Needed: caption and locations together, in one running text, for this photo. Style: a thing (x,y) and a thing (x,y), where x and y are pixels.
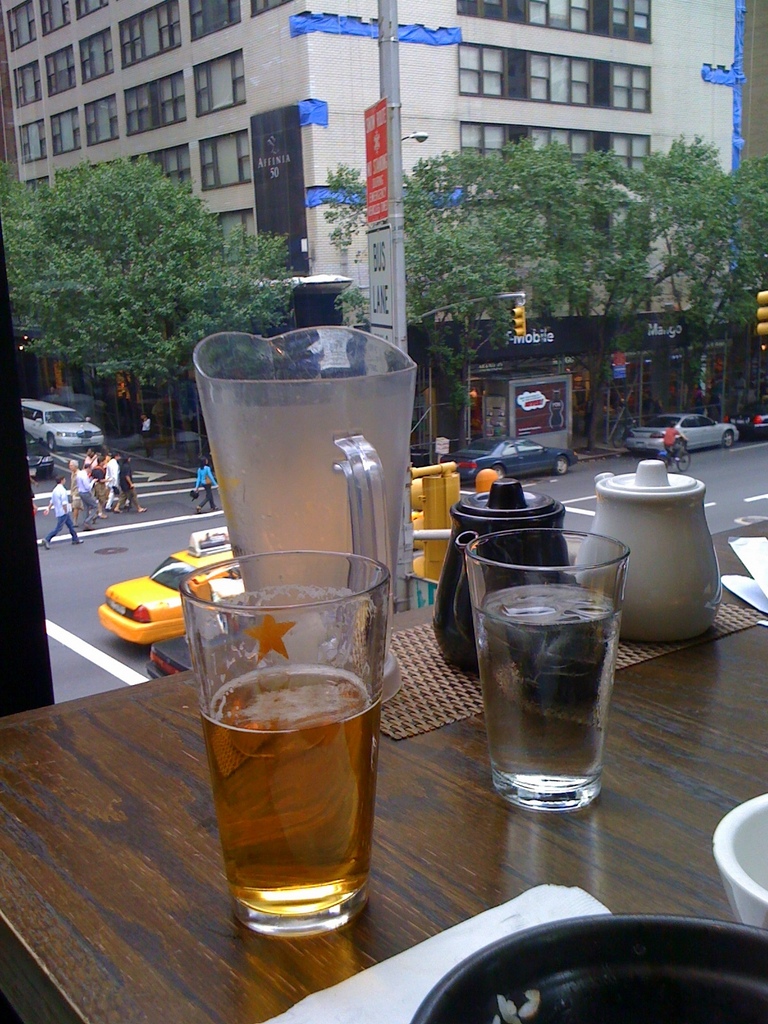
In this image I can see the table (97,889). On the table (158,912) there are glasses (325,712), jug (265,438), teapots (435,610), bowls (593,971) can be seen. To the side I can see the road (182,545). On the road (169,549) there are many vehicles (162,605) and the group of people (58,485) with different color dresses (131,497). In the background (450,350) I can see the boards (378,289), signal lights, trees (244,235) and the building (267,59) with windows (30,1).
